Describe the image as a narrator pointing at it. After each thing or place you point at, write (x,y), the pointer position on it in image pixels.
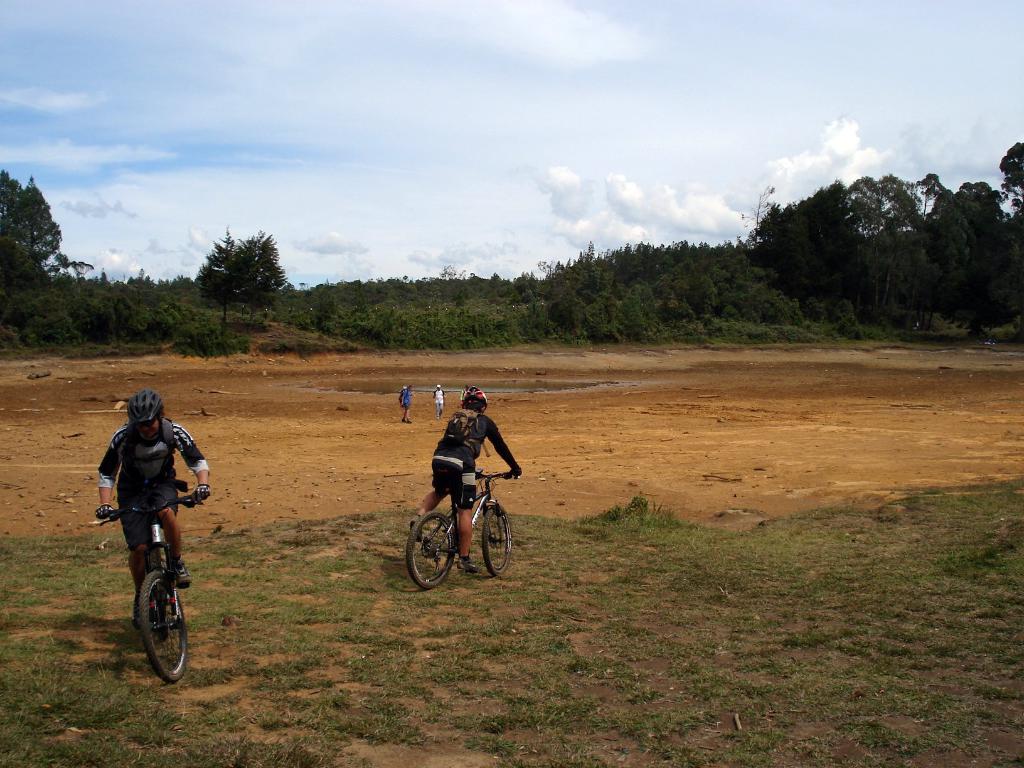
This picture shows trees (692,295) and couple of them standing and we see trees (376,338) and couple of them (464,520) riding bicycles (491,533) and they wore helmets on their heads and we see grass (477,630) on the ground (297,708) and a cloudy sky (417,182).
